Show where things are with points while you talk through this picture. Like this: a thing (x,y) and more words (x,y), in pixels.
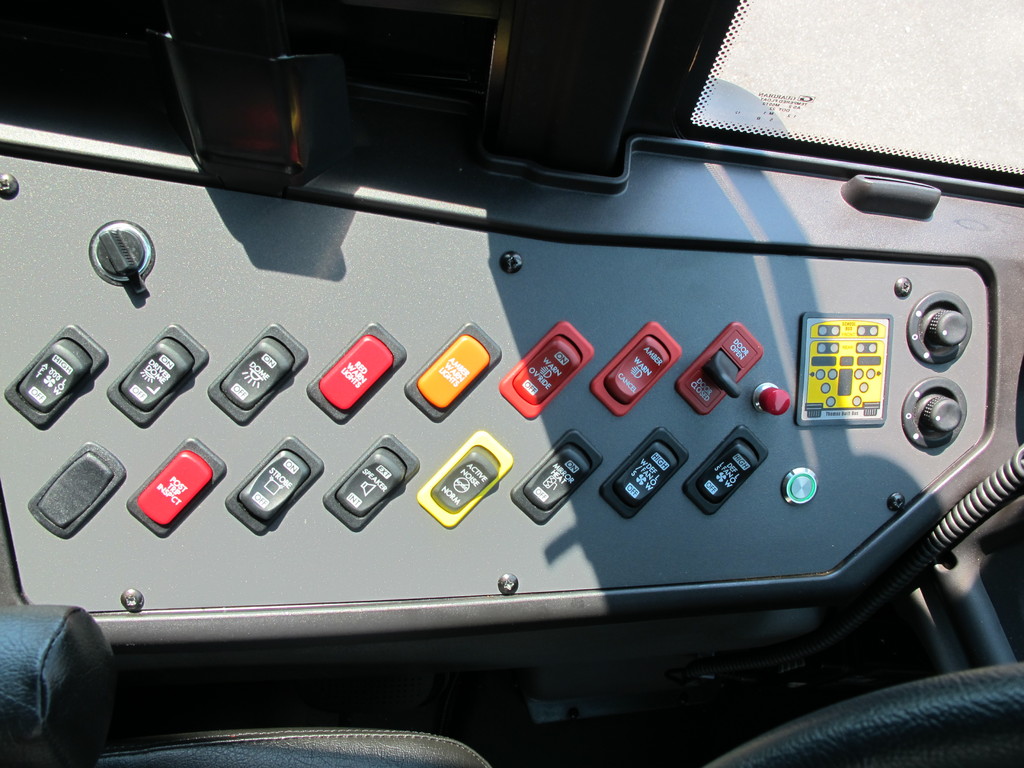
In this picture I can see there is a bus control panel (353,552) and it has different buttons (492,446) and they are in red and yellow colors.
